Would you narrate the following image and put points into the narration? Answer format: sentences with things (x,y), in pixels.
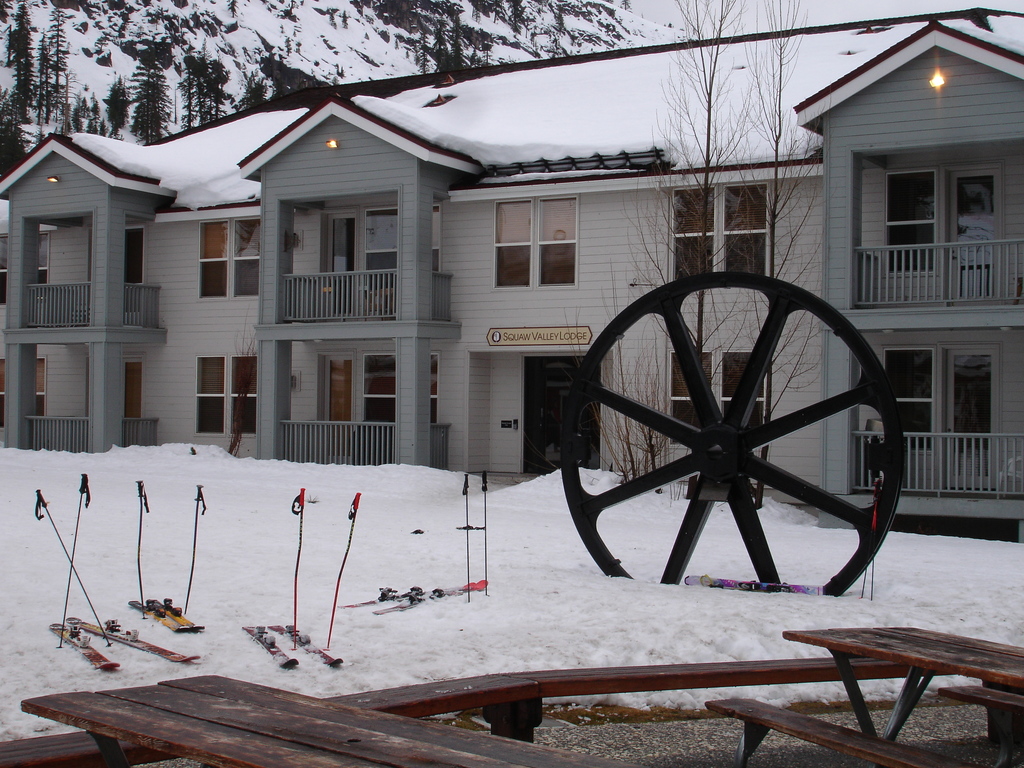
In the picture there are many houses (339,270) covered with snow (573,104) there is a lot of snow (367,655) outside the houses (225,418) too there is a big wheel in the background (325,64) there is a mountain (147,46) and also trees (119,100).
